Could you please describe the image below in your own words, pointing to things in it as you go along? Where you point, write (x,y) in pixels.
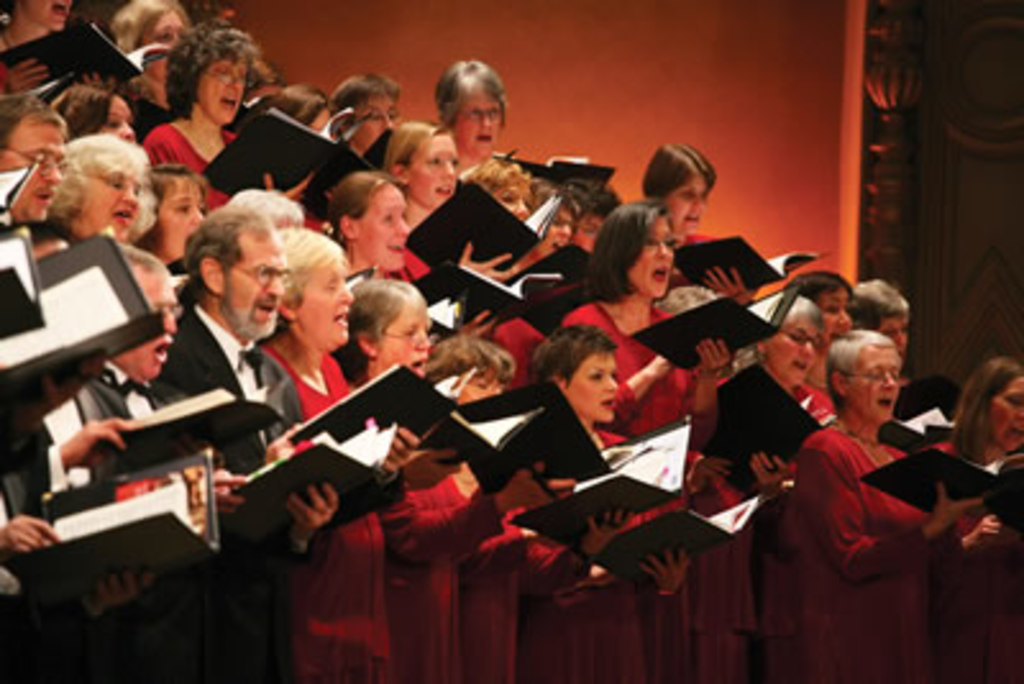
In this image in front (916,475) there are many people (468,640) standing by holding the books (305,436). Behind them there is a wall (747,137). Beside the wall (742,153) there is a door (944,275).
